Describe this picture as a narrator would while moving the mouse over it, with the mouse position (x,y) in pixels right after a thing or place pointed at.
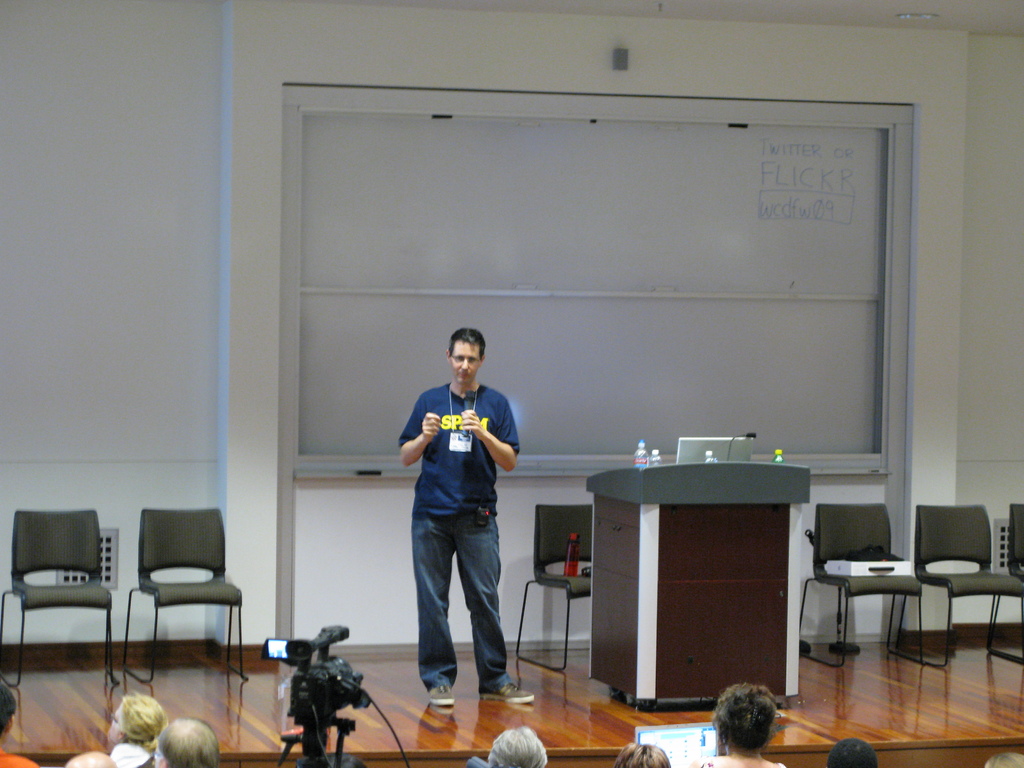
In this image man (497,615) is standing in the center (434,470) on the stage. In the background (489,294) there is a white board (555,230) with the words (765,188) written twitter or flickr. On the stage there are empty chairs (829,559), podium (706,521) with the laptop (697,456) and bottles (642,456). In the front (322,703) there is a camera (323,707) and crowds (131,752).
